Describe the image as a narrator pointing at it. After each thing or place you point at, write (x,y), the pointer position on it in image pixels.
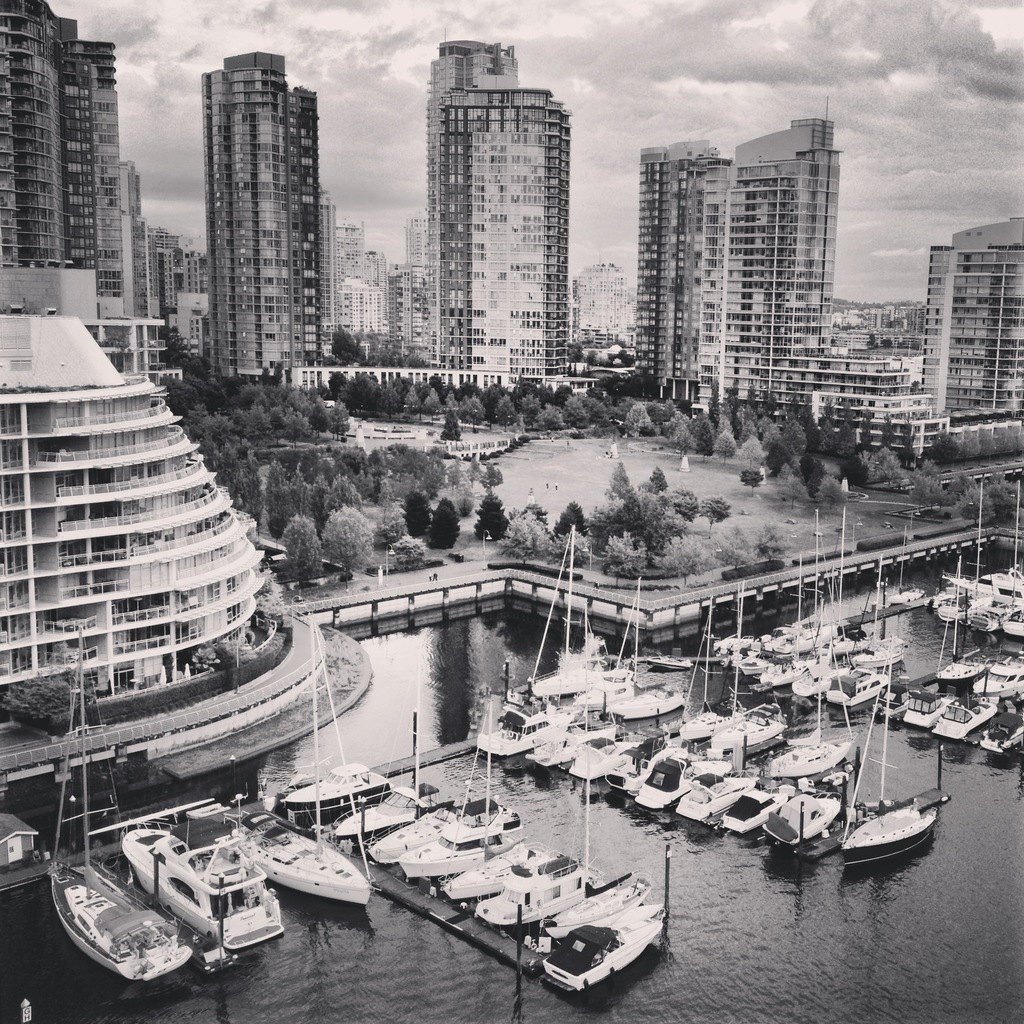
In this picture I can see so many buildings (679,207), trees (363,534), ships (820,639) in the water (772,614), this picture is taken from top view.
